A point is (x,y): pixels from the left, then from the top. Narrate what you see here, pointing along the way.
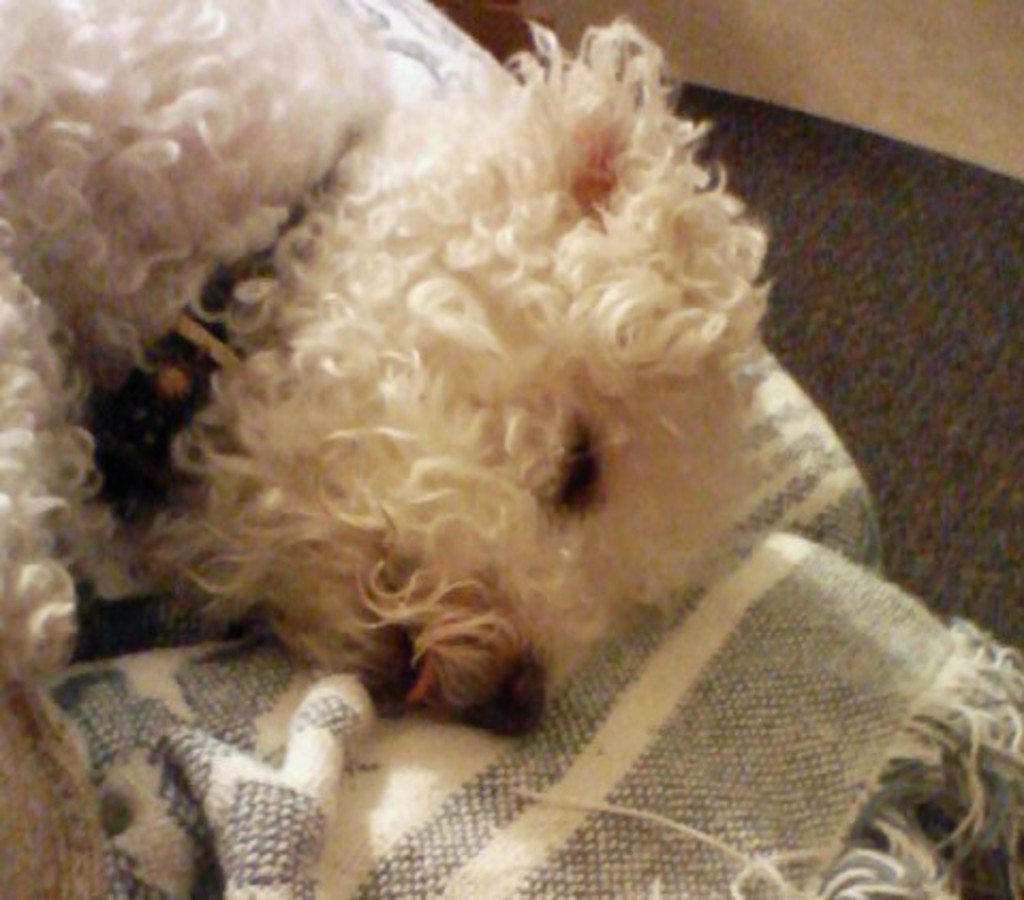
In this image there is a dog (392,422) lying on the bed-sheet (612,761).
